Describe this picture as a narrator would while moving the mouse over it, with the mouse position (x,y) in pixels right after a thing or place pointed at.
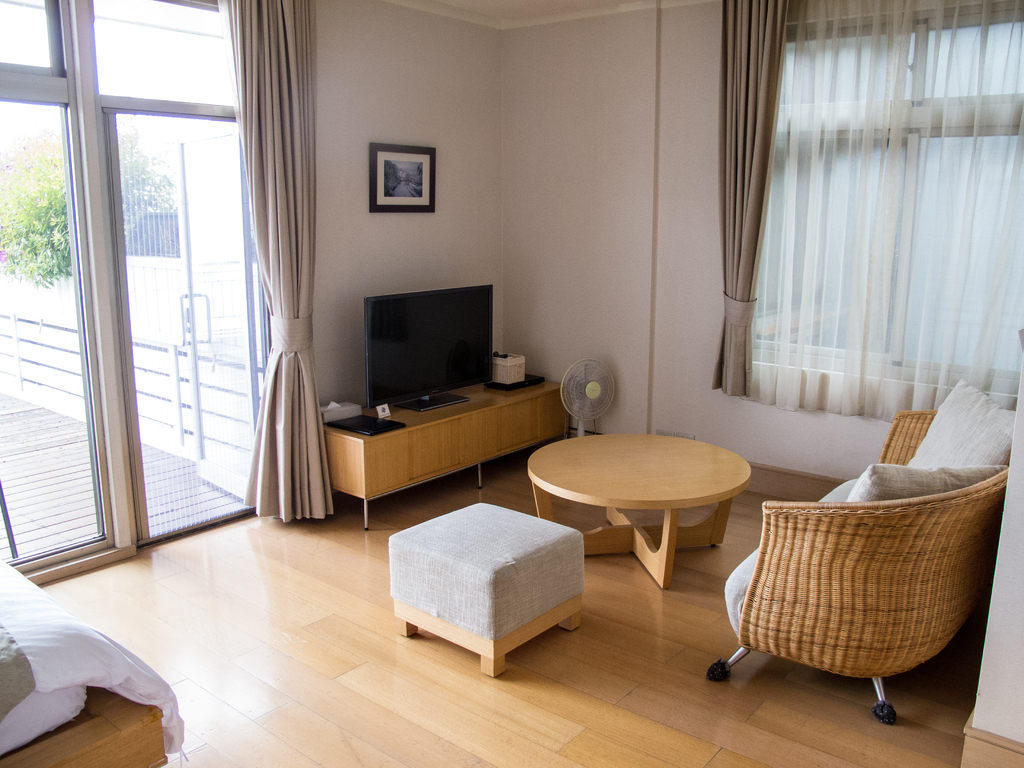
This picture is about interior of the room (114,401) in this we can find chairs (809,515), tables (629,518), bed (3,625), television (459,340), fan (595,379) and a photo frame (410,204), and also we can find couple of curtains (723,118). In the background (53,247) we can see some metal rods (43,321) and couple of trees (46,140).
